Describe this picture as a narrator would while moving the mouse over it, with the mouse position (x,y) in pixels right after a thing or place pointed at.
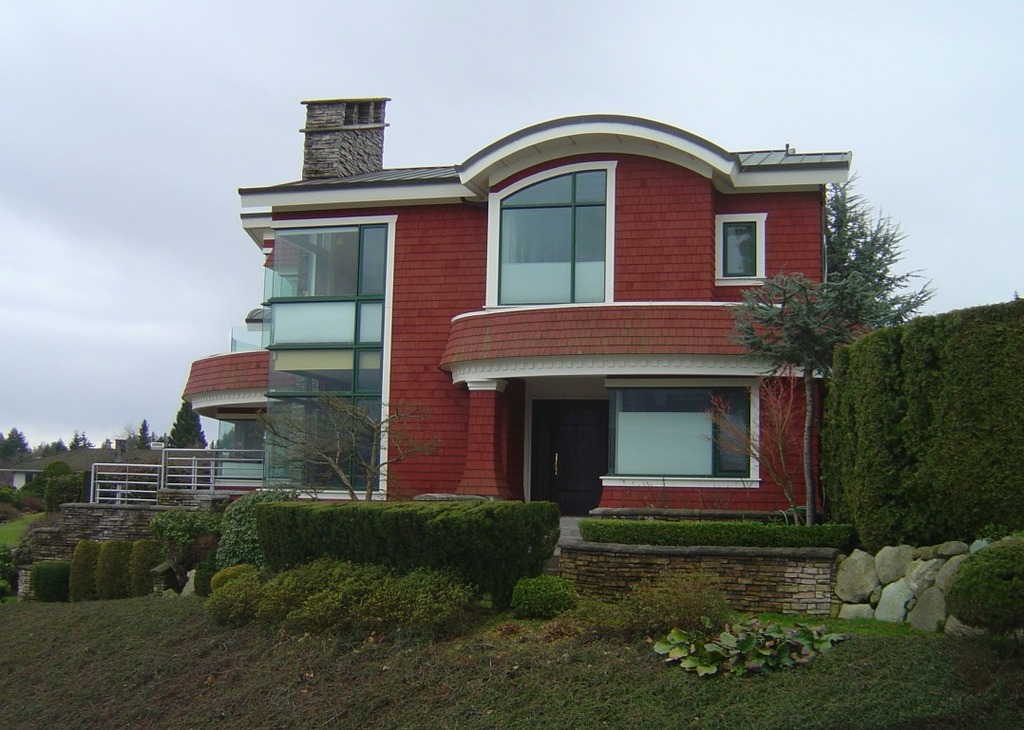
In this image I can see grass (480,719), plants (505,571), trees (273,424), a red colour building (437,341), few stones (956,571) and in the background (193,163) I can see cloudy sky (397,138).
